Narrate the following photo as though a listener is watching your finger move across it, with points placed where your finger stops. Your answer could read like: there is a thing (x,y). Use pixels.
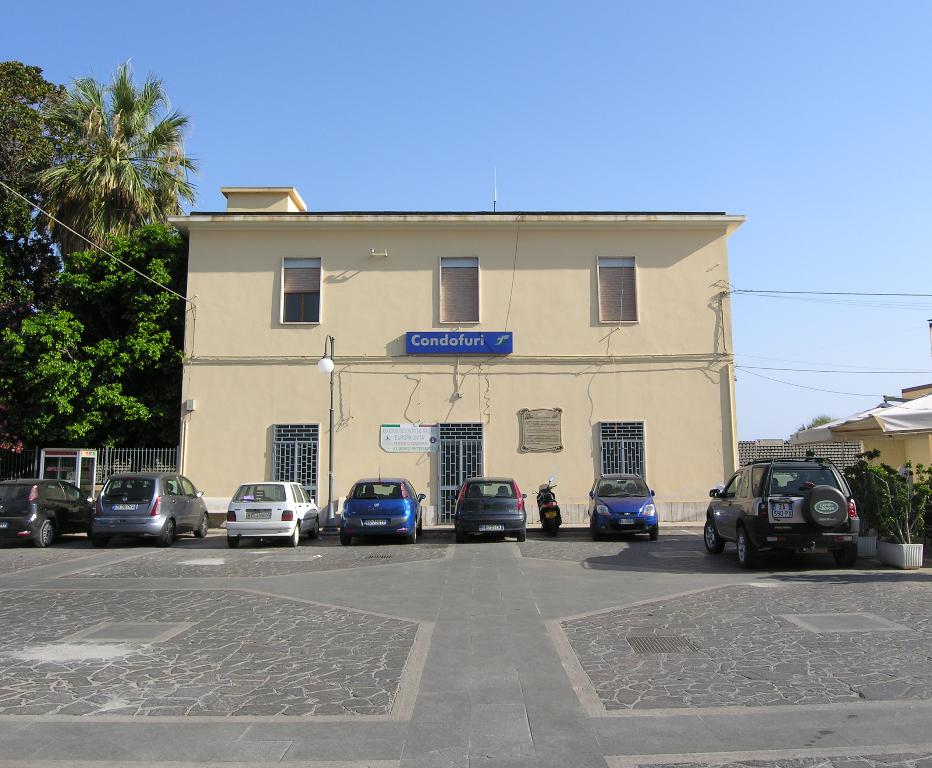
In this picture, there is a building (445,418) with doors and windows (609,267). Before it, there are cars (78,513) which are in different colors. Towards the right (851,548), there is a jeep (828,489) and plants (926,476). Towards the left (90,250), there are trees (165,400). On the top (484,114), there is a sky (515,166).
